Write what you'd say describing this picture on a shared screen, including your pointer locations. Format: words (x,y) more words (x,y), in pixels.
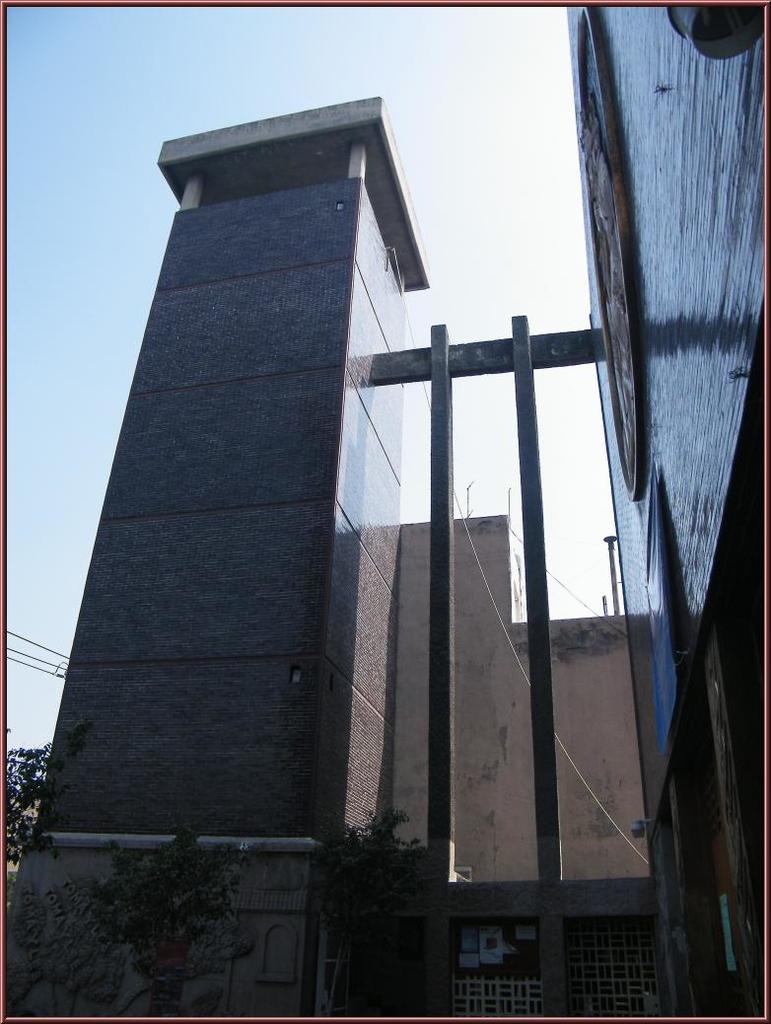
In the image i can see the building (374,635), plants (32,758), windows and in the background (37,604) i can see the sky (151,278).
